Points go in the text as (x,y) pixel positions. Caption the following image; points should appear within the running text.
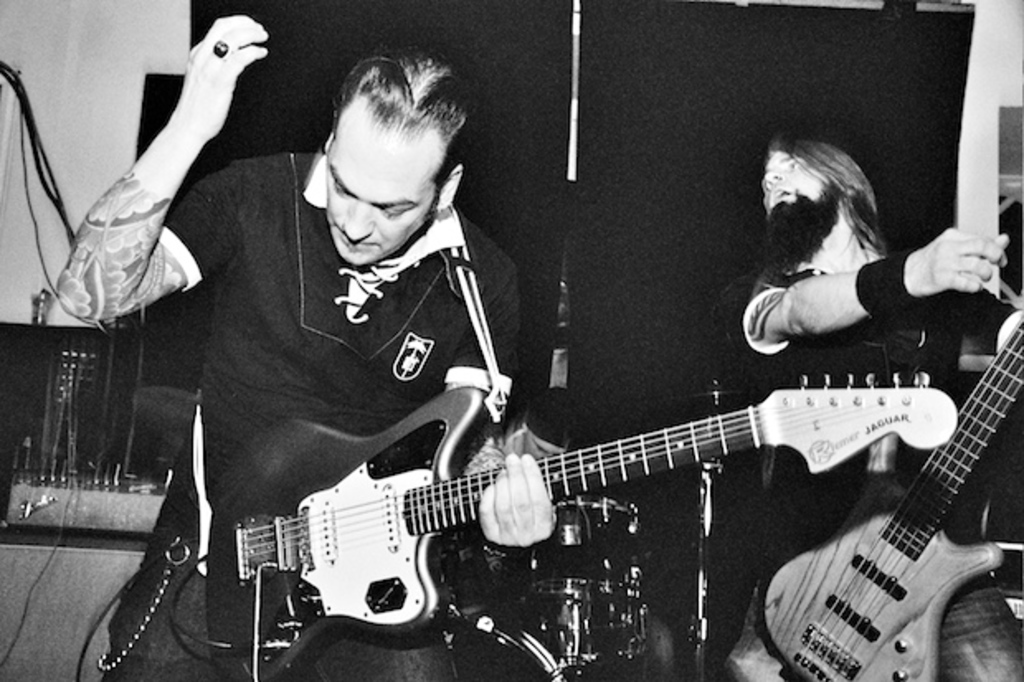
In this black and white image, we can see two persons (774,289) holding guitars (979,400) with their hands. There are musical drums (618,605) at the bottom of the image (582,597). There is an another person (561,416) in the middle of the image (519,426). There is a musical equipment (127,490) in the bottom left of the image (97,638).
